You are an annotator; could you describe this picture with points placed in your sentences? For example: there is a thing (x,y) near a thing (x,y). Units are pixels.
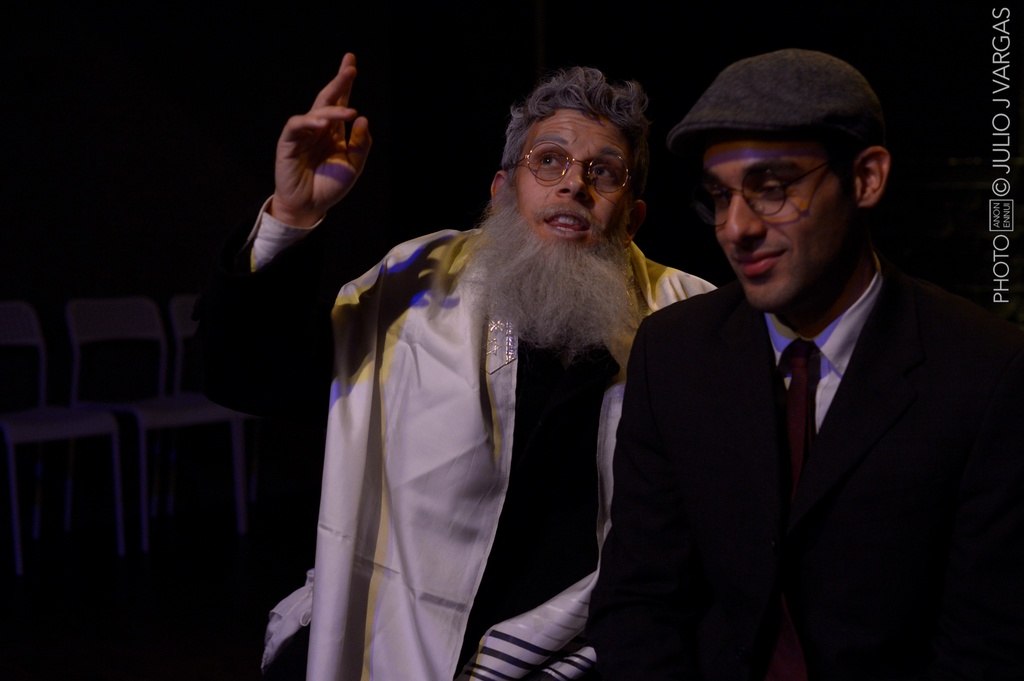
In this image we can see two men (550,400). Both are wearing specs (721,201). Person (731,317) on the right (781,97) is wearing a cap (741,95). In the back (135,412) there are chairs (236,444). On the right side (1004,233) there is something written on the image. In the background (59,227) it is dark.
